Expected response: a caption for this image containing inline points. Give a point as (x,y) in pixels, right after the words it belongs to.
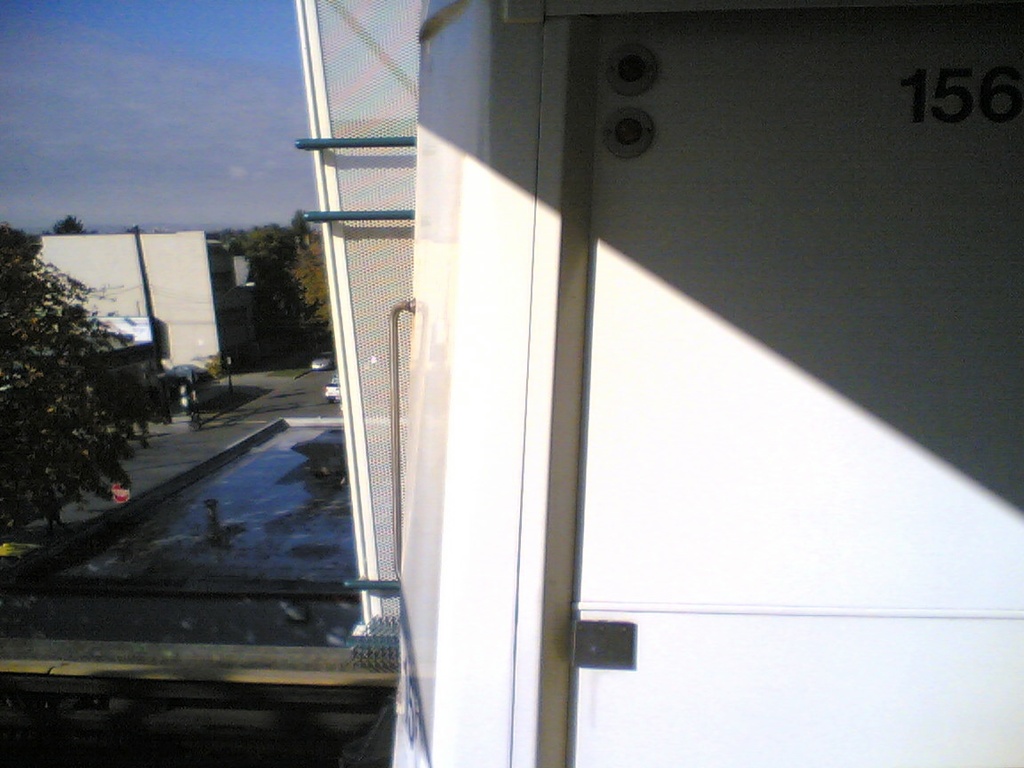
In this image I can see a wet rooftop (270,506), a tree (51,344) and a building (203,286). To the right side of the image (833,359) I can see the white colored surface (771,378). In the background (323,354) I can see few cars (332,390) on the road (310,376), few trees (302,283) and the sky (172,117).
